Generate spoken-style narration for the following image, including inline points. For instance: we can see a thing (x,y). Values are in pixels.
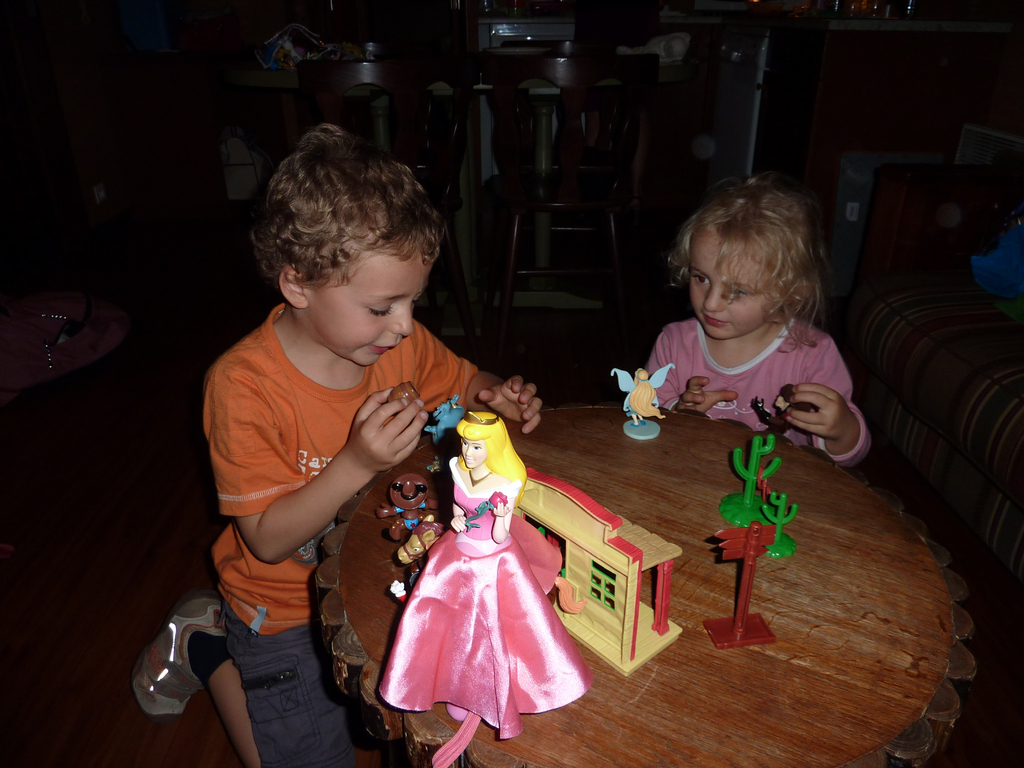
There is a boy (300,453) and a girl (694,369) sitting. This is a table (677,664) with a barbie toy (494,608), and a house toy (651,550) placed on it. At background (404,128) I can see two chairs (568,155). And at the very right corner of the image (926,336) I can see the couch (969,330).
